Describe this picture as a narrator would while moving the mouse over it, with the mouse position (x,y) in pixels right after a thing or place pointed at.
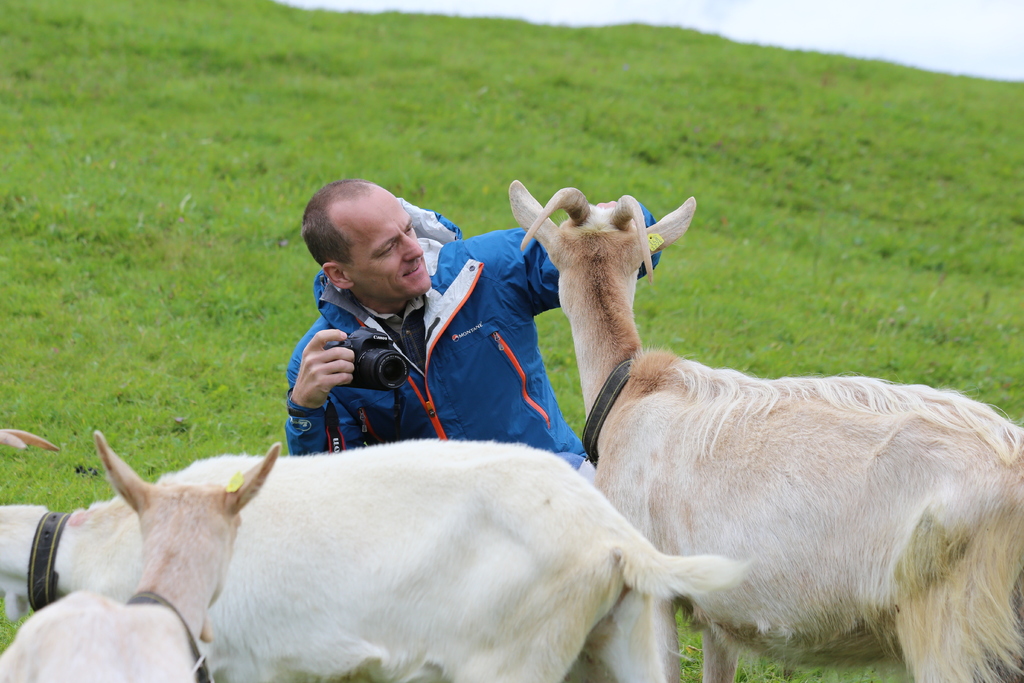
This image is taken outdoors. At the top of the image (988,54) there is the sky (801,26) with clouds (974,46). At the bottom of the image (185,607) there are three goats (439,609) on the ground (147,475). In the middle of the image (413,306) there is a man (430,293) and he is holding a camera (367,357) in his hand (324,358). In the background (209,333) there is a ground (463,122) with grass (842,319) on it.
